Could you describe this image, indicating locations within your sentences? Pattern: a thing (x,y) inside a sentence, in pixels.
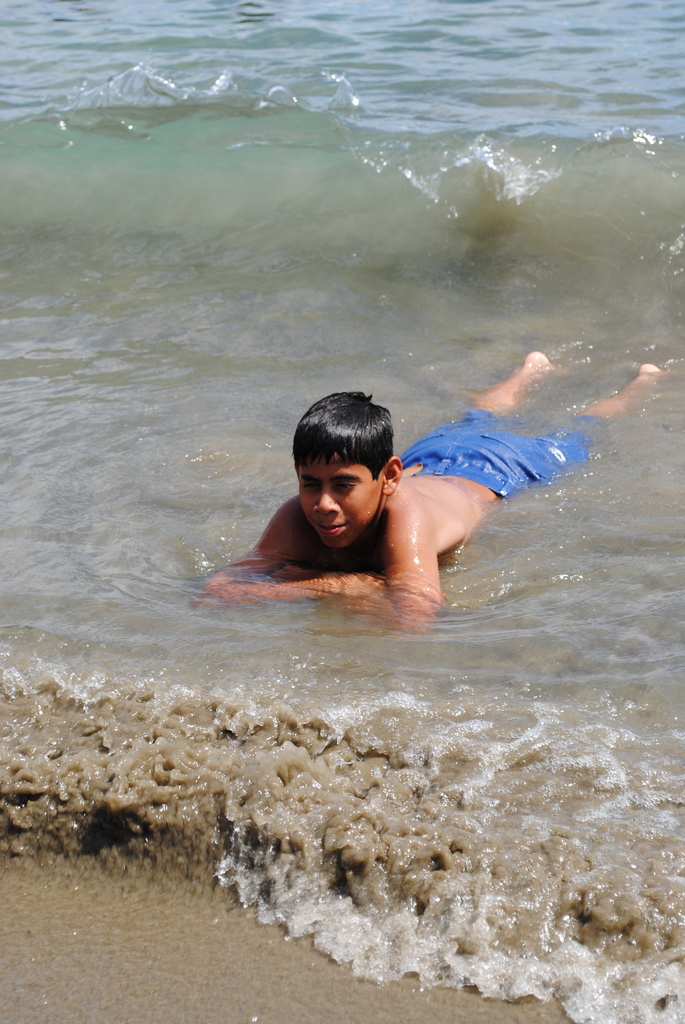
This is a picture of a boy (392,520) in the water (365,636).
